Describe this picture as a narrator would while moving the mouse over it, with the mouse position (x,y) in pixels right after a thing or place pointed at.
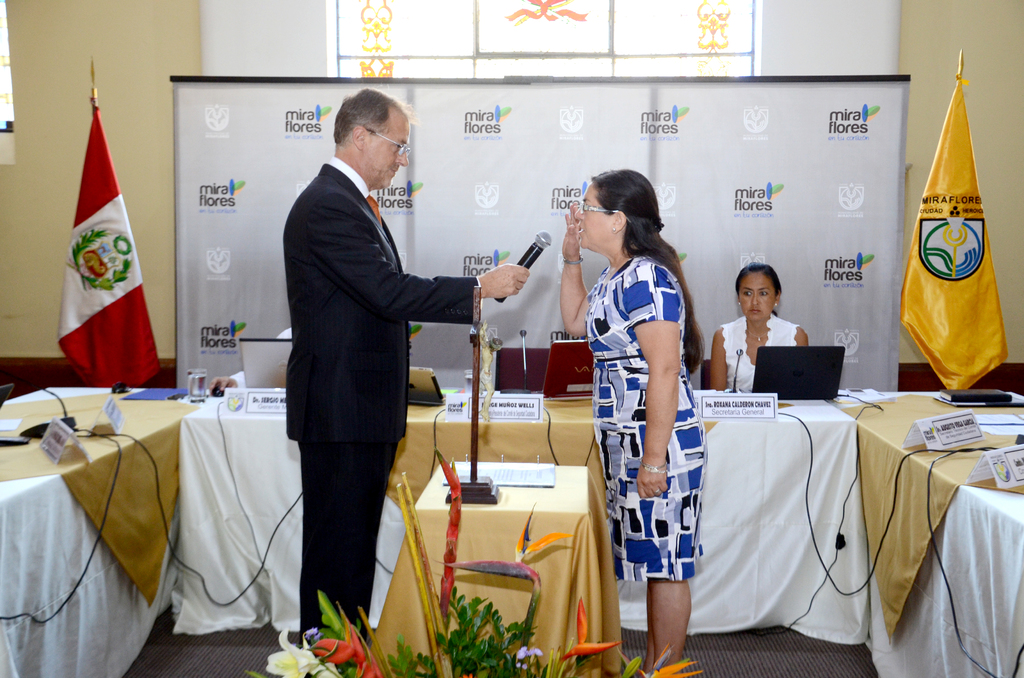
The man (334,535) in the middle of the picture (395,323) wearing black blazer (359,354) is holding a microphone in his hand (512,294). In front of him, we see a woman (623,383) in white and blue dress (620,316) is talking on the microphone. In between them, we see a table (563,607) on which stand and papers (512,476) are placed. Behind that, we see a table (133,466) on which name tags (57,460), cables (117,442), book (163,399), water glass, microphone (737,363), papers (863,393), laptop (774,380) are placed. Behind that, we see the woman (755,322) in white dress (727,338) is sitting on the chair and beside her, we see a yellow flag (941,289). Behind her, we see a white banner (801,233) and window (584,36). On the left corner of the picture (89,249), we see a flag (100,210) which is in red and white color.
